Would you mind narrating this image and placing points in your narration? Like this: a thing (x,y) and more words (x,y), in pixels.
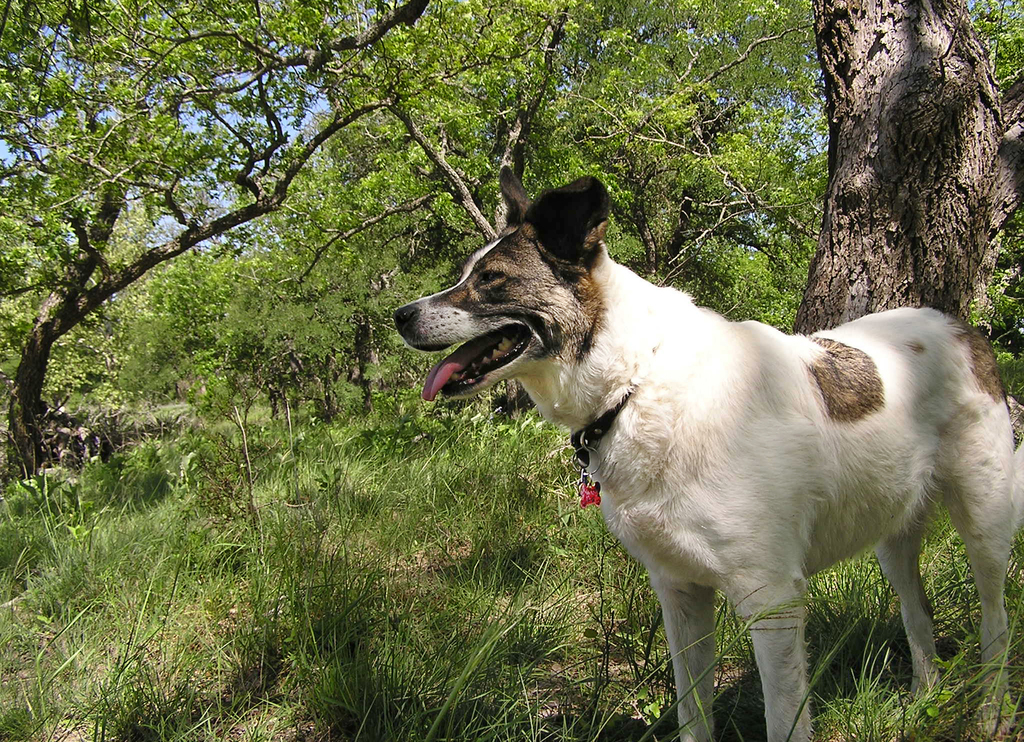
On the right side of this image (856,520) there is a dog (688,374) facing towards the left side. At the bottom (324,672), I can see the grass (439,640). In the background (532,180) there are many trees (258,143).
